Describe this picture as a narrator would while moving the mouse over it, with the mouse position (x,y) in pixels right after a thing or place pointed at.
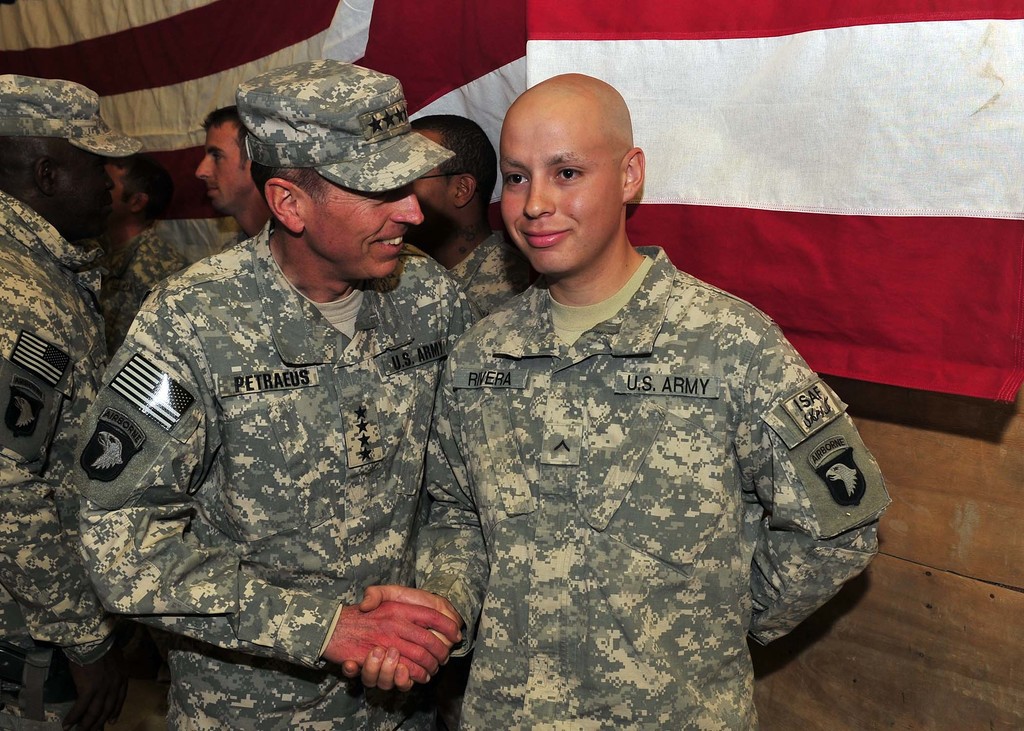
In this picture, we see men (292,267) in uniform (439,332) are standing. In front of the picture, two men (494,475) in uniform (471,469) are shaking their hands (434,598). Both of them are smiling. Behind them, we see a wooden wall (895,505) and a sheet (764,193) in red and white color.
